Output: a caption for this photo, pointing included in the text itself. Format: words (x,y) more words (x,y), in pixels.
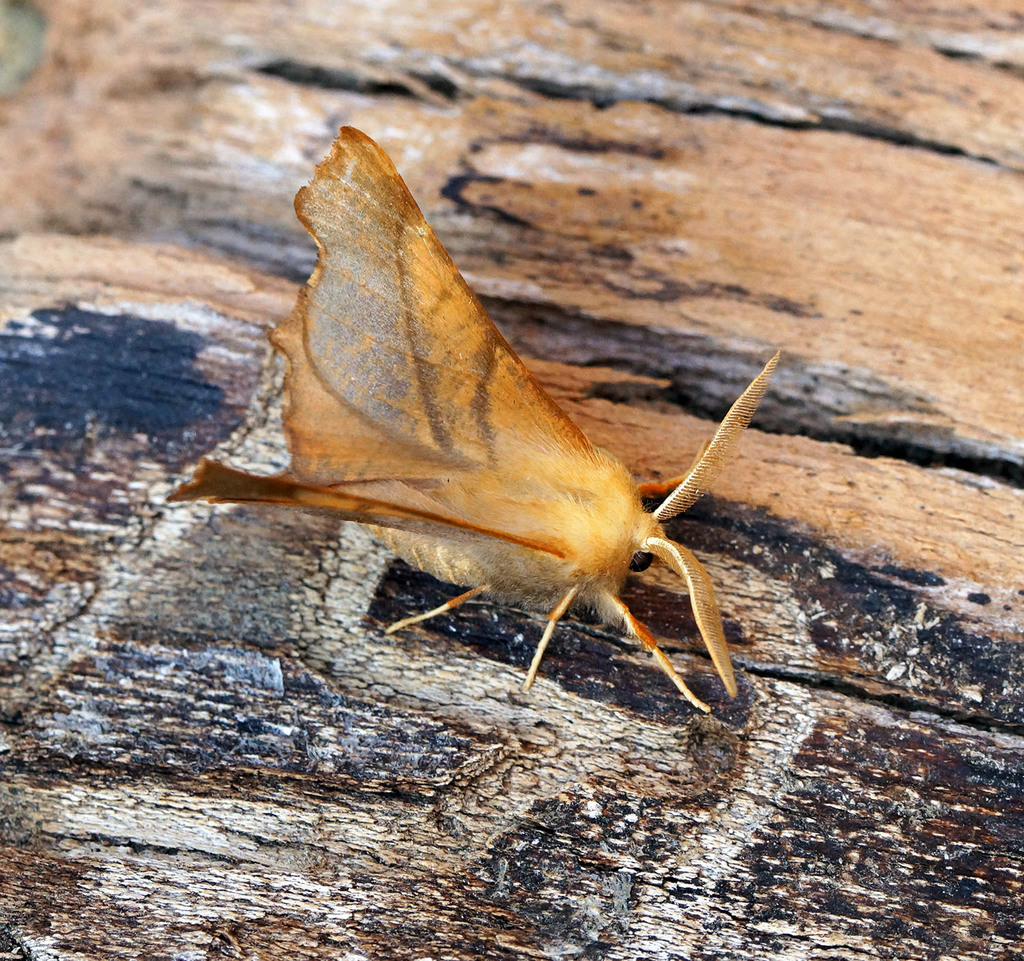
In the image there is a moth (442,405) on the wooden surface (162,376).
